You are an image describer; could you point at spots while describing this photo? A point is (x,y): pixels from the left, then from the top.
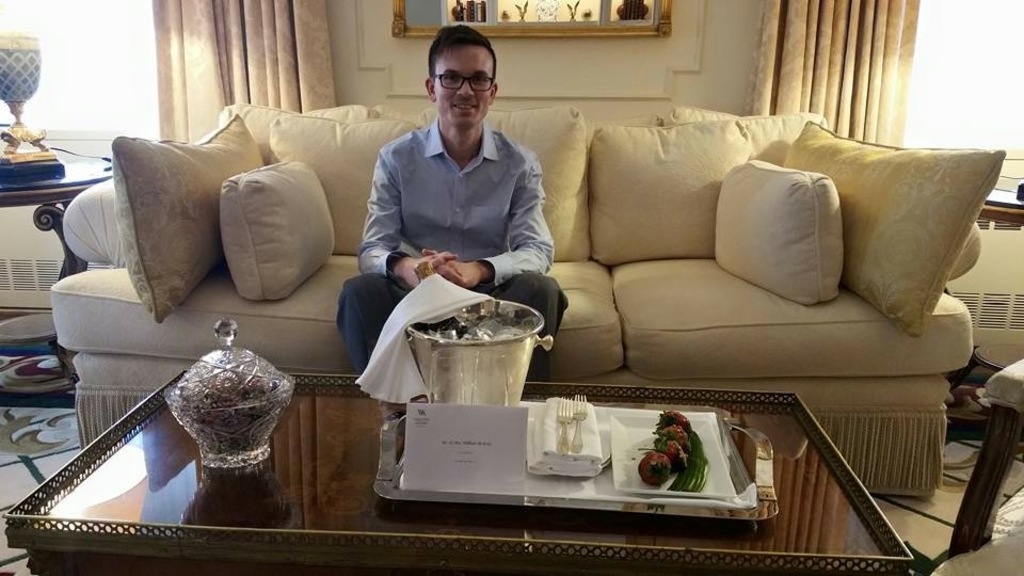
Here a man (467,171) is sitting in the sofa (546,180) and smiling. On the table (279,432) we can see a bucket (491,350) with ice cubes (497,327), tray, forks (579,438), cloth (560,459). In the background (212,109) there is a window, curtain (869,12), wall (604,54).
